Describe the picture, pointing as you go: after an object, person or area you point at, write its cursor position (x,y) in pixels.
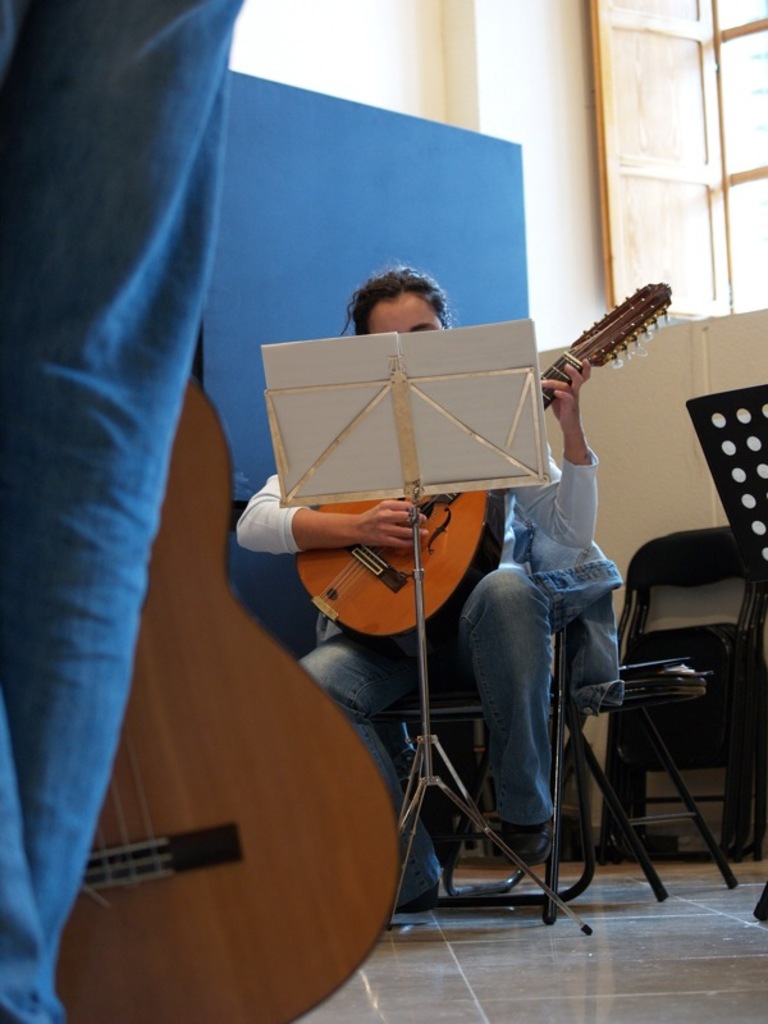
This person (404,300) is sitting on a chair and playing a guitar (595,330). In-front of this person (547,756) there is a book stand (418,497). This man (94,547) is standing and holding a guitar (189,766). This is window (682,146) with doors (682,166).
